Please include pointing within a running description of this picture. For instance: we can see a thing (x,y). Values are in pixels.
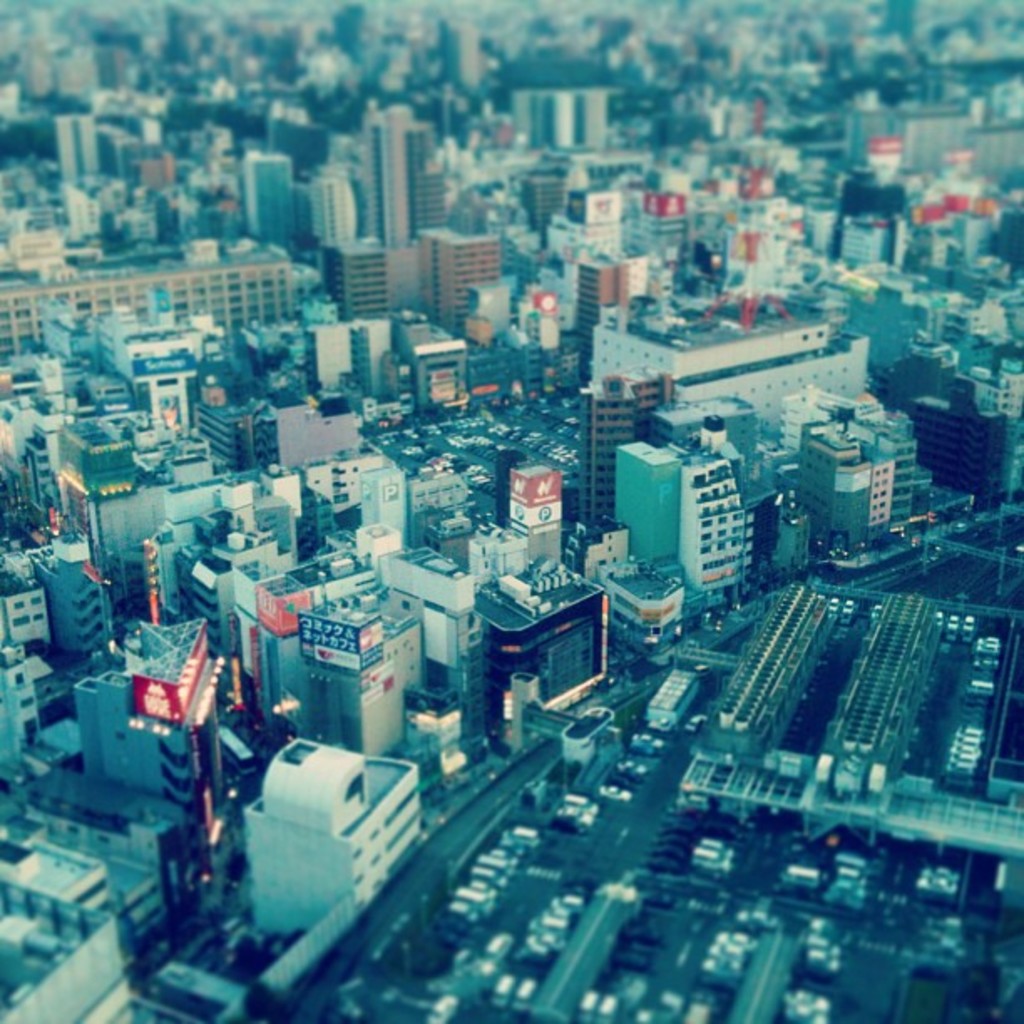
In this picture we can see the top view of the city (251,899). In the front (154,547) there are many buildings (541,557).
